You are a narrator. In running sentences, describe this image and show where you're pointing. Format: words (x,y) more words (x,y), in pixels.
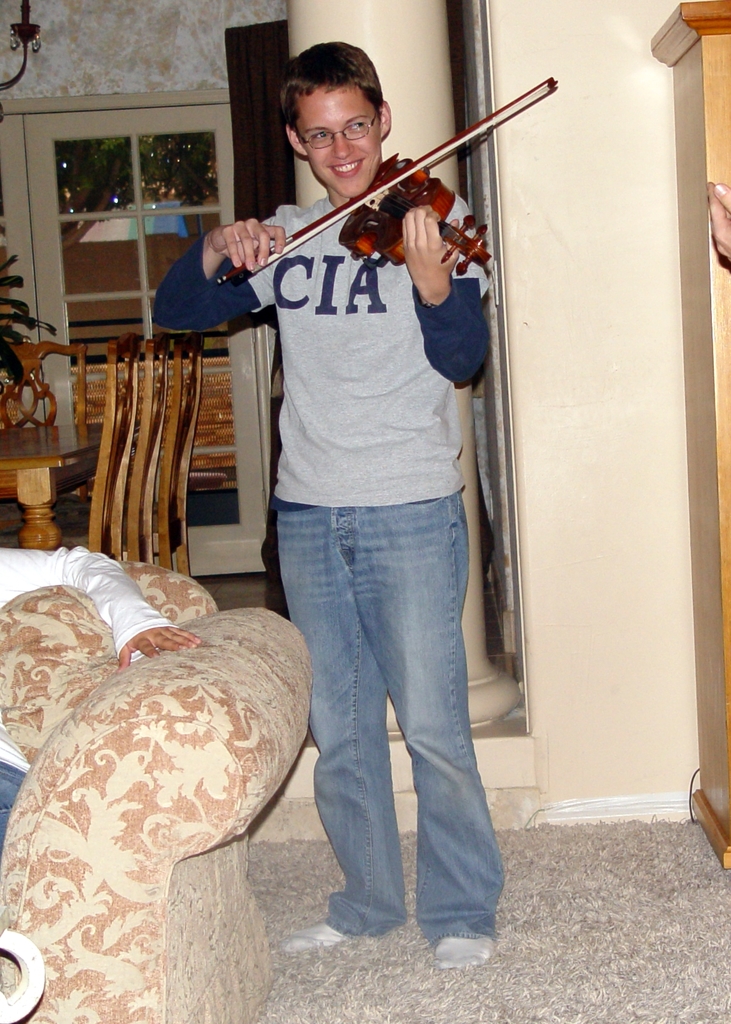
In this image there is a boy (333,53) smiling and playing violin (483,248). Beside to him there is a person (6,793) sitting on sofa (98,758). At right side (663,47) there is a cabinet (663,47) and back side of sofa (88,770) there is a dining table (38,524) and chairs (162,547). At the background (254,566) there is a window (214,357) and lamp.
